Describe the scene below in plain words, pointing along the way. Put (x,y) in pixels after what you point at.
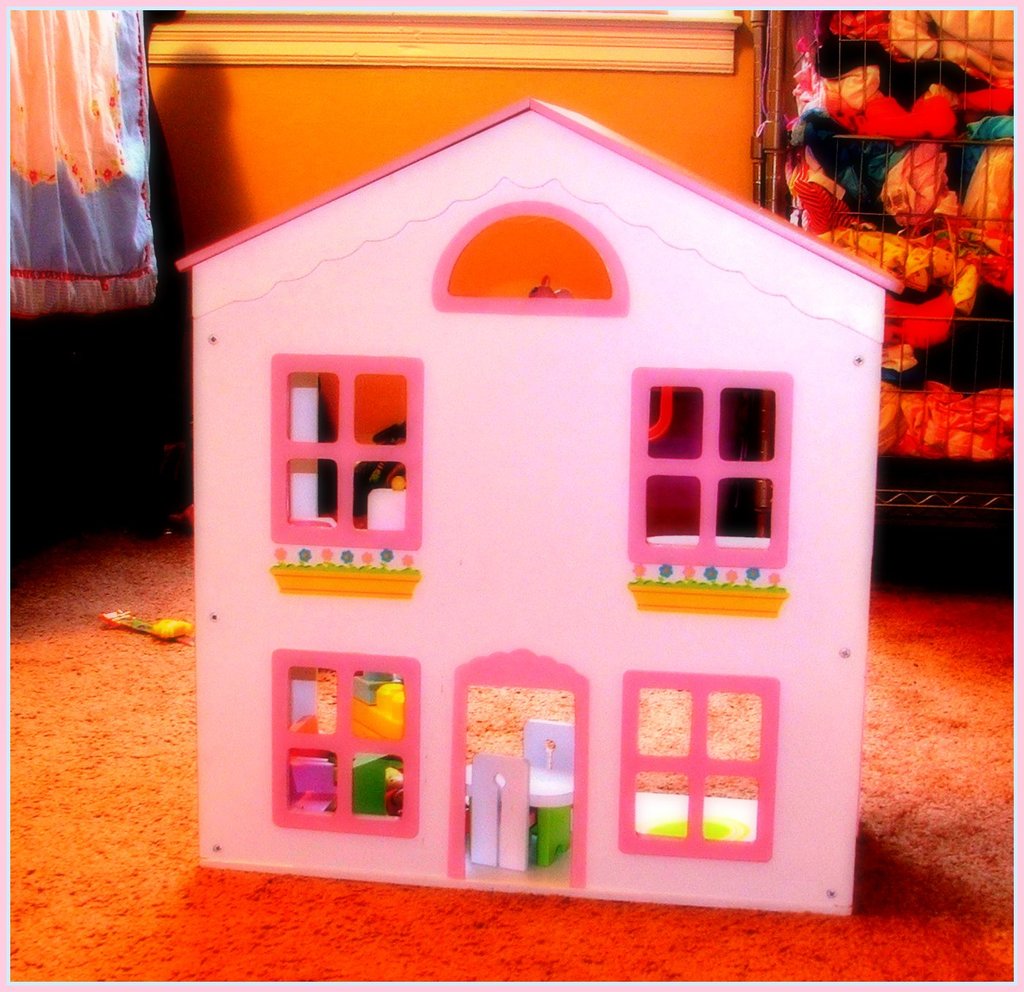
In this image there is a toy house (467,540) which is made up of cardboard (592,333). In the background (65,107) there is a curtain (90,132) on the left side (83,126) top corner. On the right side (893,140) top corner there is a grill (878,164). In the grill (878,164) there are clothes (905,98). In the background (384,104) there is a wall (378,92).
